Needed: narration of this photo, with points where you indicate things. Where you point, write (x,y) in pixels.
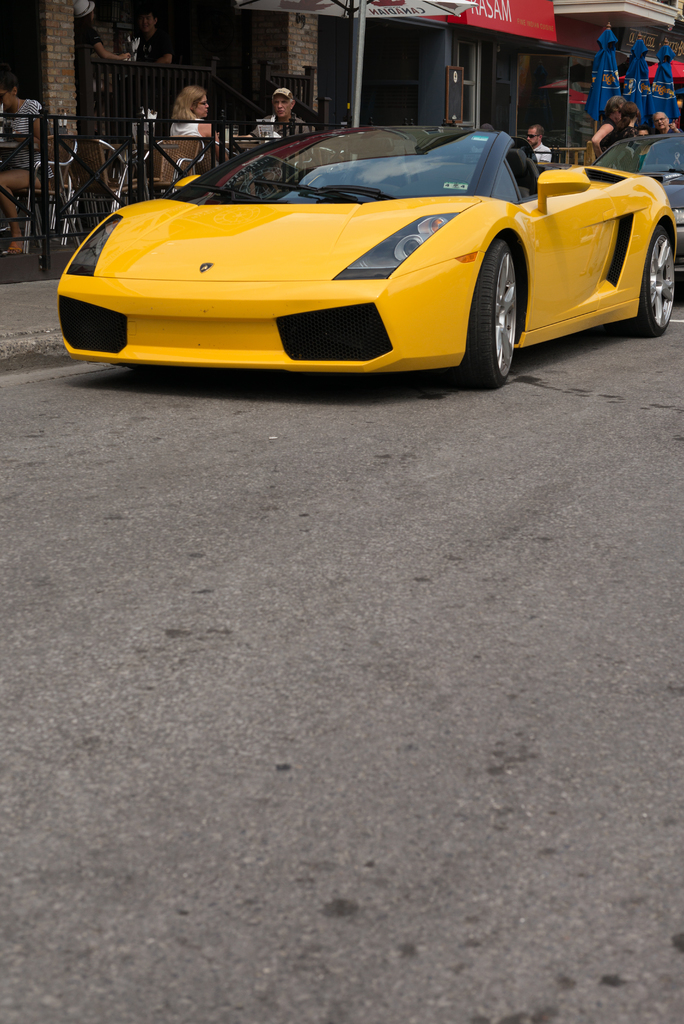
In this I can see couple of cars (501,278) on the road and I can see few buildings (283,12) on the side and a umbrella (368,2) and I can see few people (198,123) seated on the chairs (98,160) and few umbrellas (608,40).
